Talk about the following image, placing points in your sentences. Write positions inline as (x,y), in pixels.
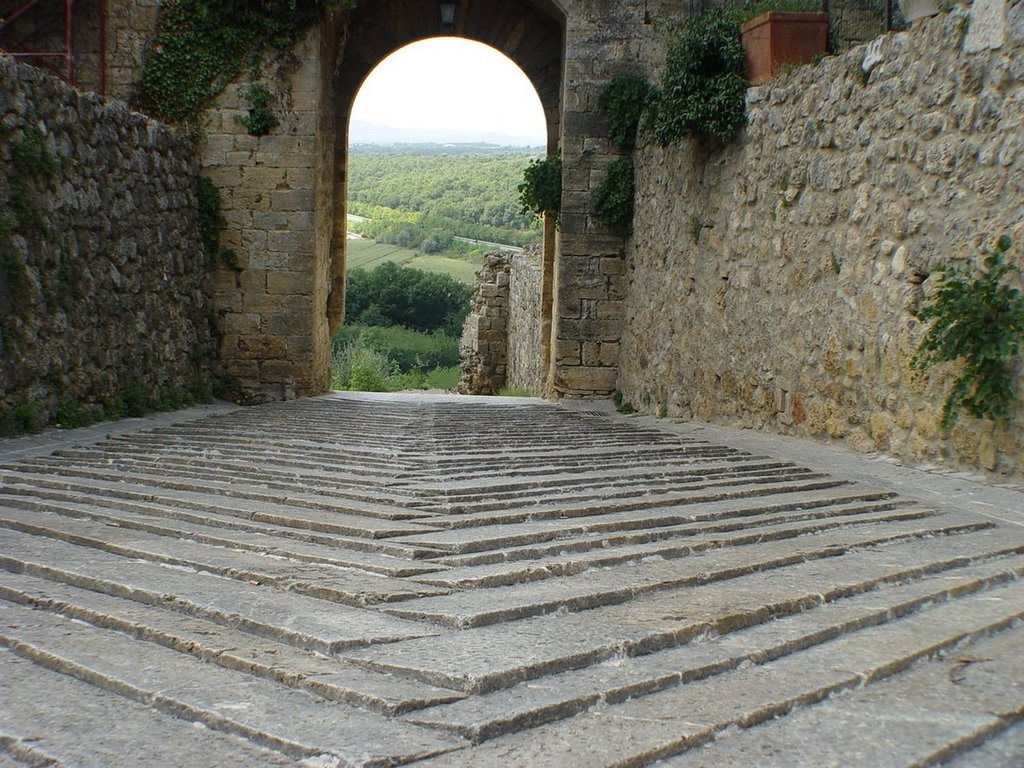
In this picture, we can see the floor (707,483), wall (921,294), and some objects (774,69) on the wall (938,20), we can see an arch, and ground (450,255) with grass (443,274), trees (428,297), plants (373,335), and we can see the sky (479,129).
